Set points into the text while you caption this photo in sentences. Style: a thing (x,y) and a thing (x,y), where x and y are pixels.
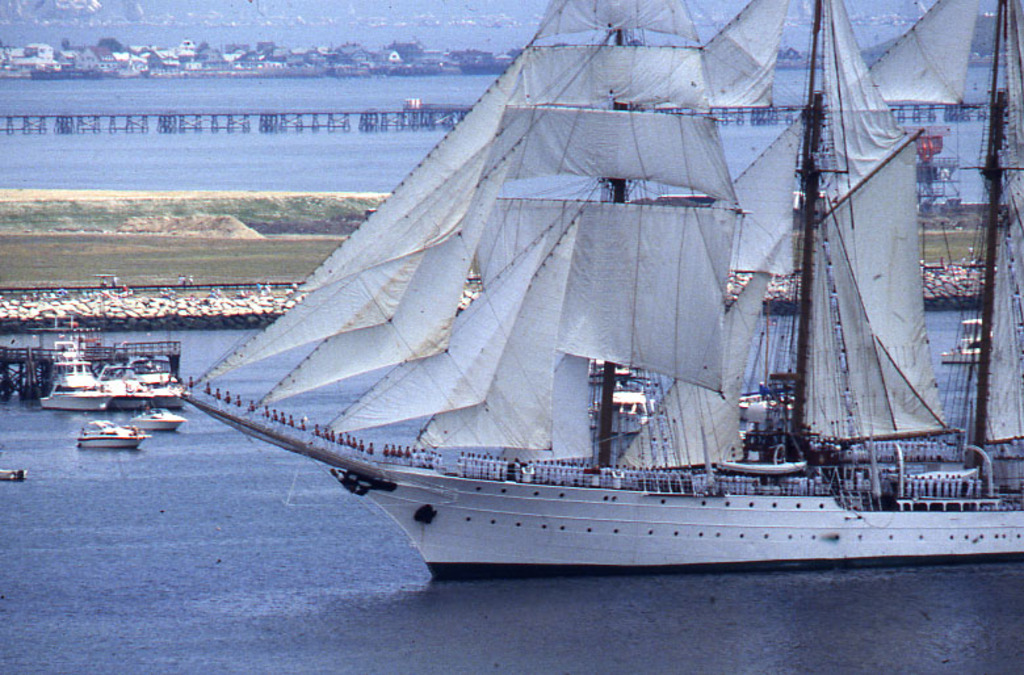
In this image there is a ship (378,341) and boats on the water (724,643), and in the background (39,115) there is a bridge (169,132), houses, trees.
